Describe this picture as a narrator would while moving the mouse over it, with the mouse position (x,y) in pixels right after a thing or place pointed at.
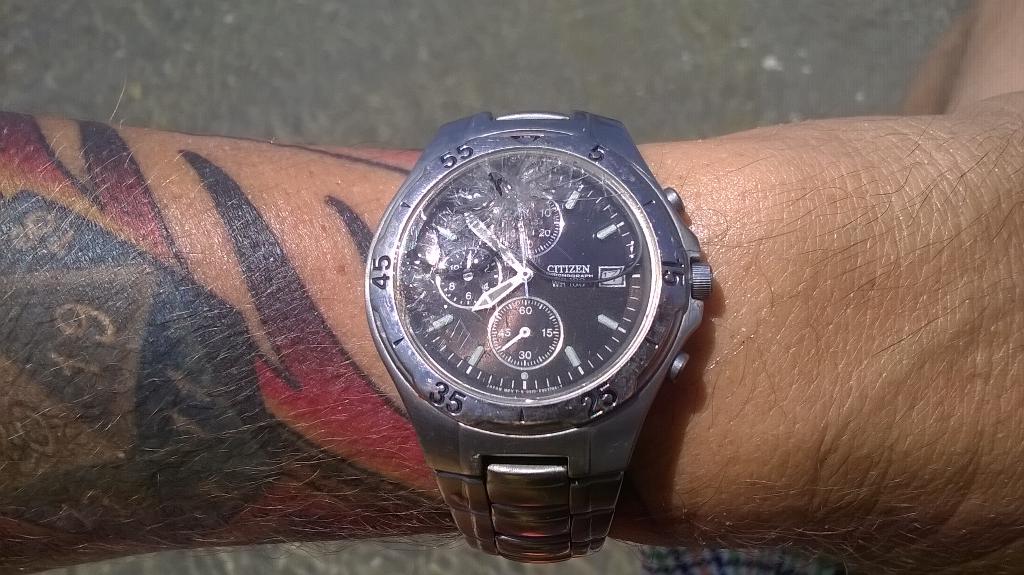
In this picture we can see the tattoo (80,320), numbers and watch (593,314) on the hand (378,173) of a person (269,188). We can see a road (390,86).
